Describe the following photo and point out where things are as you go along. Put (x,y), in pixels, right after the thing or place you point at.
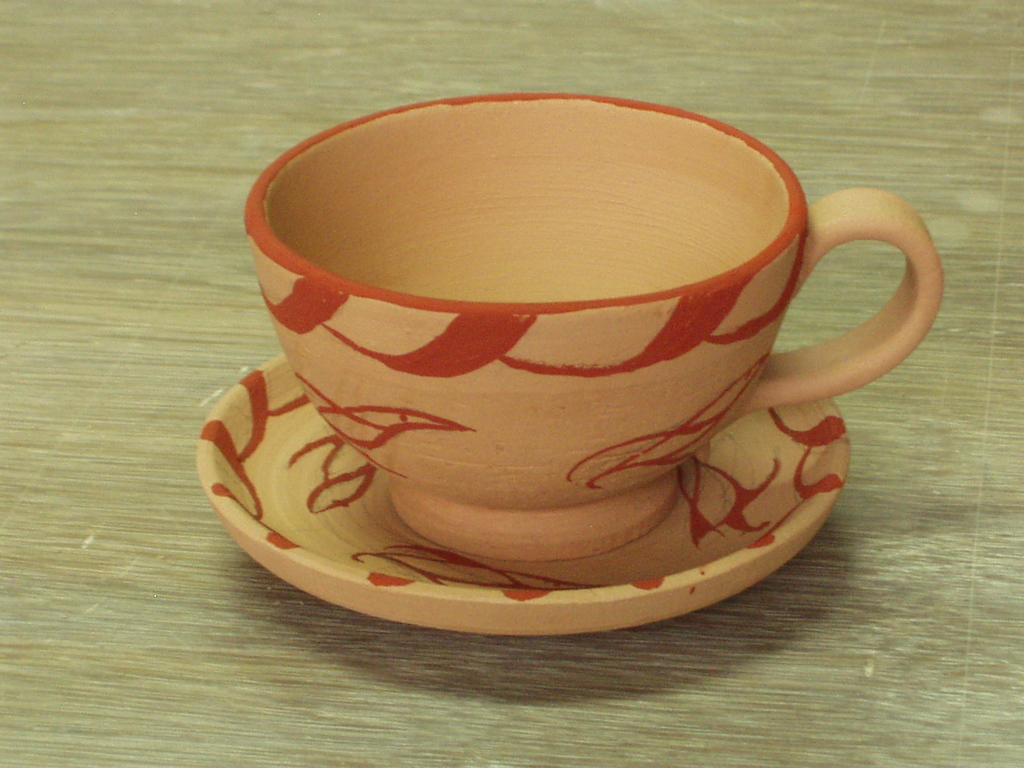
In the picture we can see a cup (335,376) and a saucer (500,566) on it we can see some designs (450,362).
